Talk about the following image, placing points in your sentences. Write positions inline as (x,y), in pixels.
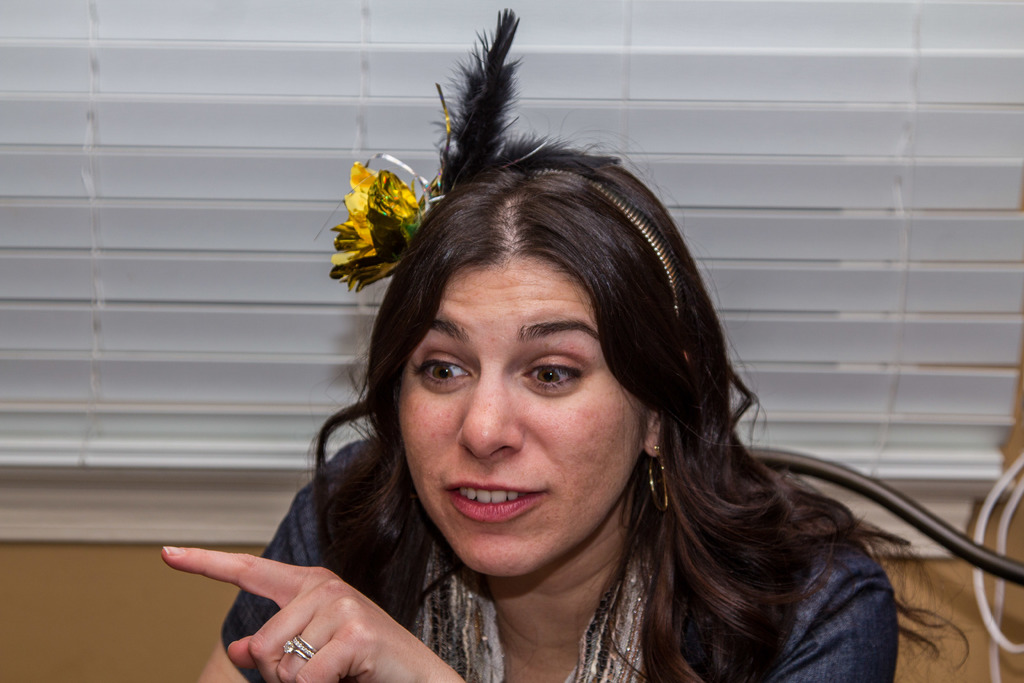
In this image we can see a woman (365,522). In the background (252,294) there is a window blind (252,294), wall (157,643) and objects (994,626).
